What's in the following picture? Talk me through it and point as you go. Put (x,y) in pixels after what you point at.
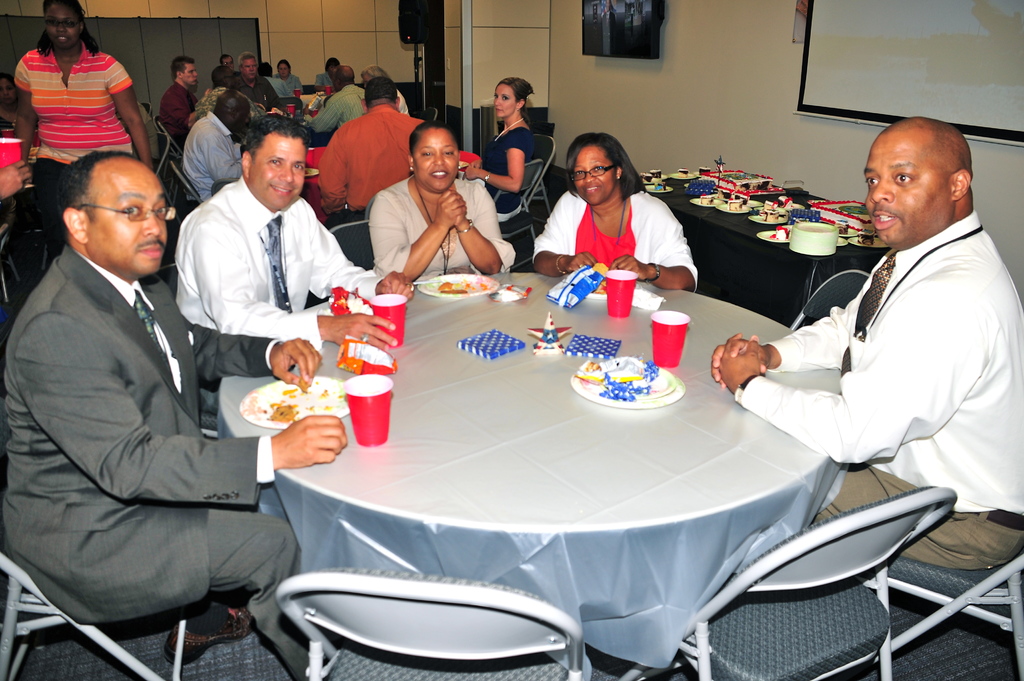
In this picture we can see some persons (271,626) are sitting on the chairs (460,614). This is table (506,486). On the table (506,492) there are glasses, plates (585,380), and some food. On the background (457,94) we can see a wall (328,33) and this is the screen (883,80).
